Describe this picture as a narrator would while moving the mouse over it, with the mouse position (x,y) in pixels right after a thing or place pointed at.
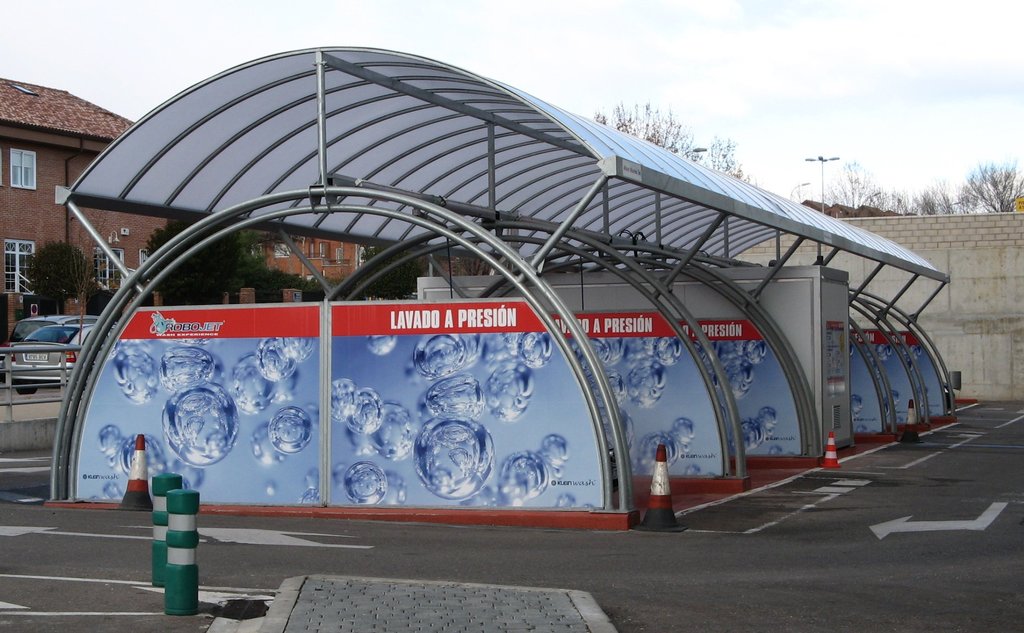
In this image in the center (517,419) there is a shelter (394,178) and there are boards (447,360) with some text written on it which are blue in colour and there are stands (652,497). In the front (396,608) there is a cover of the manhole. In the background (124,236) there are buildings (69,169), trees (881,191) and cars (47,335) and the sky (785,105) is cloudy.
